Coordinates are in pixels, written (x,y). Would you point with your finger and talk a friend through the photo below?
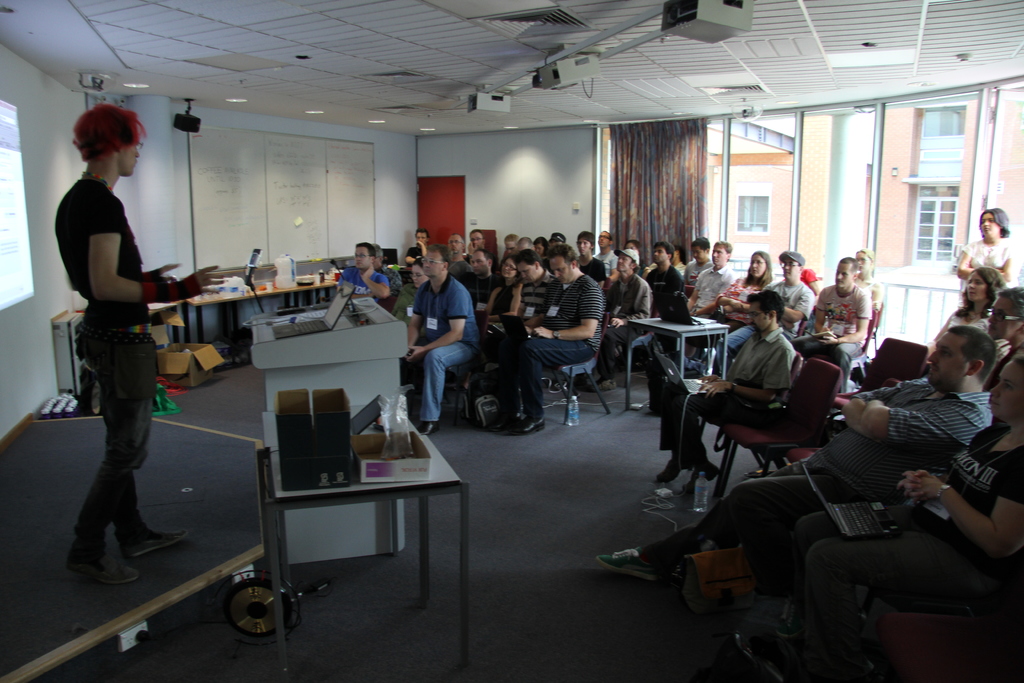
This image consists of many persons (745,364) sitting in the chairs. On the left (94,354), we can see a person (98,338) standing and talking. In the front (369,503), we can see a podium (405,343) on which there is a mic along with a laptop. On the left (1,251), there is a screen (8,122). In the background (265,188), we can see a board (305,185) hanged on the wall (396,175). At the top (460,65), there is a roof (483,76) along with projectors (674,27) and the light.
